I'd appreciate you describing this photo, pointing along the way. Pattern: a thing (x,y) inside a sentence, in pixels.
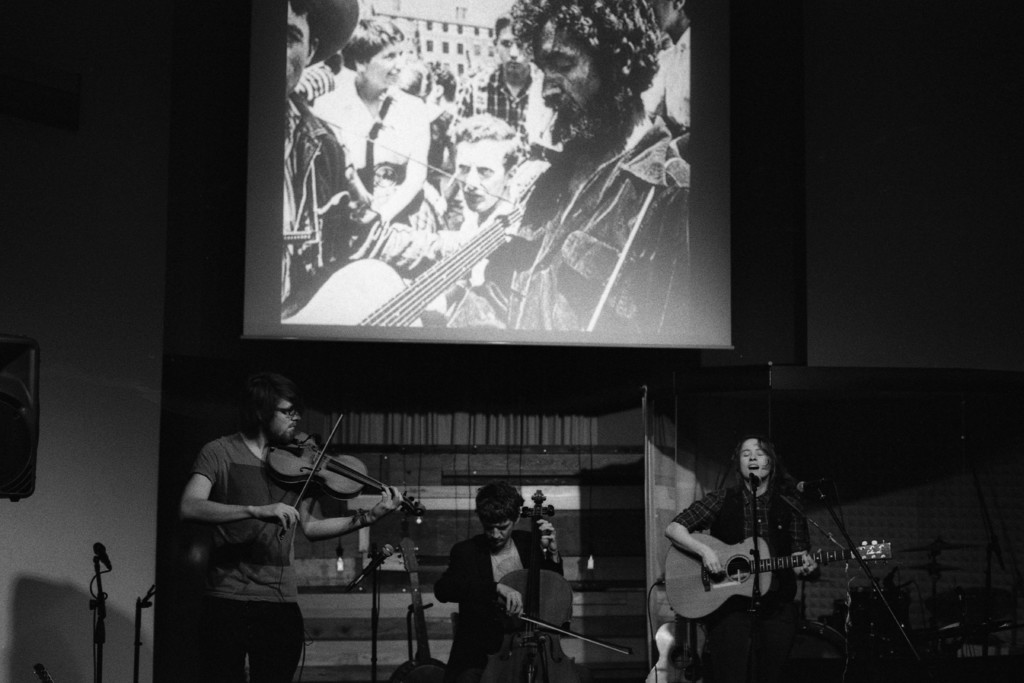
At the bottom (506,536) there are three person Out of which one person (253,574) is playing violin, one person (505,597) playing cello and one person (772,596) is playing guitar (768,579) in front of the mike (756,593) and singing. On the top (274,149) a screen (285,203) is visible. The backgrounds are ash in color. And musical instruments (952,612) are kept on the stage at the bottom (997,602). This image is taken on the stage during night time.
